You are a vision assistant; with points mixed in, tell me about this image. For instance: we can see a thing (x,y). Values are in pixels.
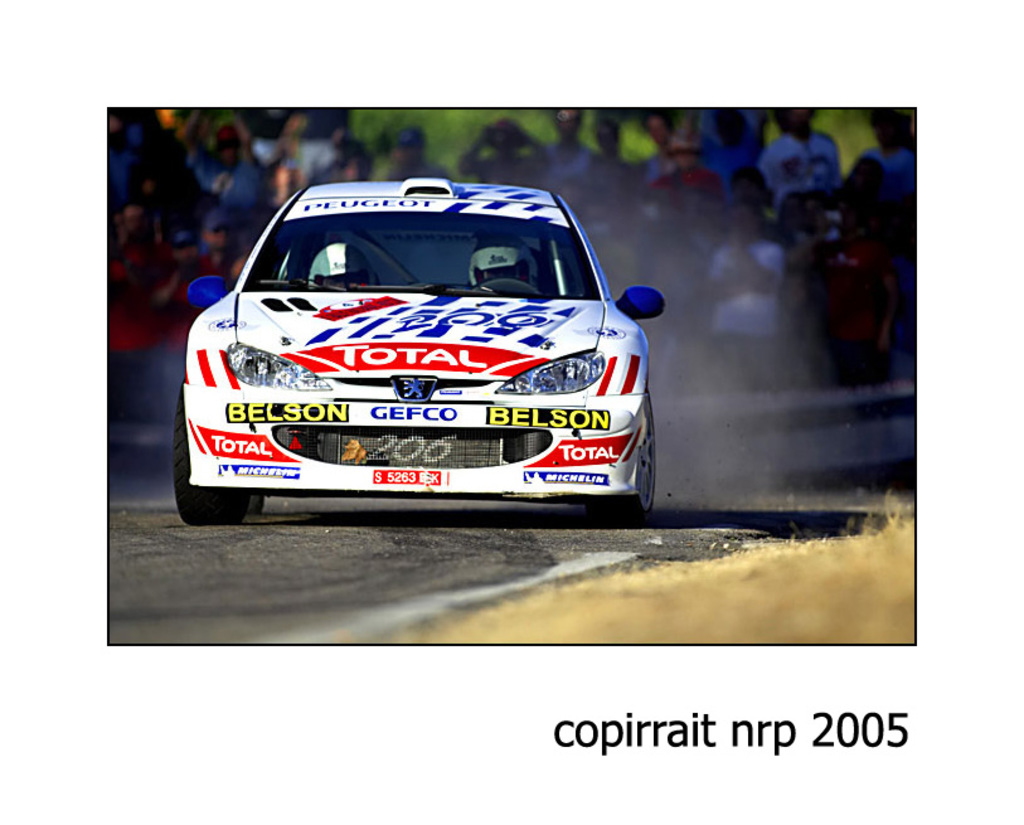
In this image in the center (542,351) there is one car (473,432) on the road (225,539), and in the background (598,173) there are some people (168,285) who are standing. And at the bottom of the image (660,728) there is some text (692,734) written.
